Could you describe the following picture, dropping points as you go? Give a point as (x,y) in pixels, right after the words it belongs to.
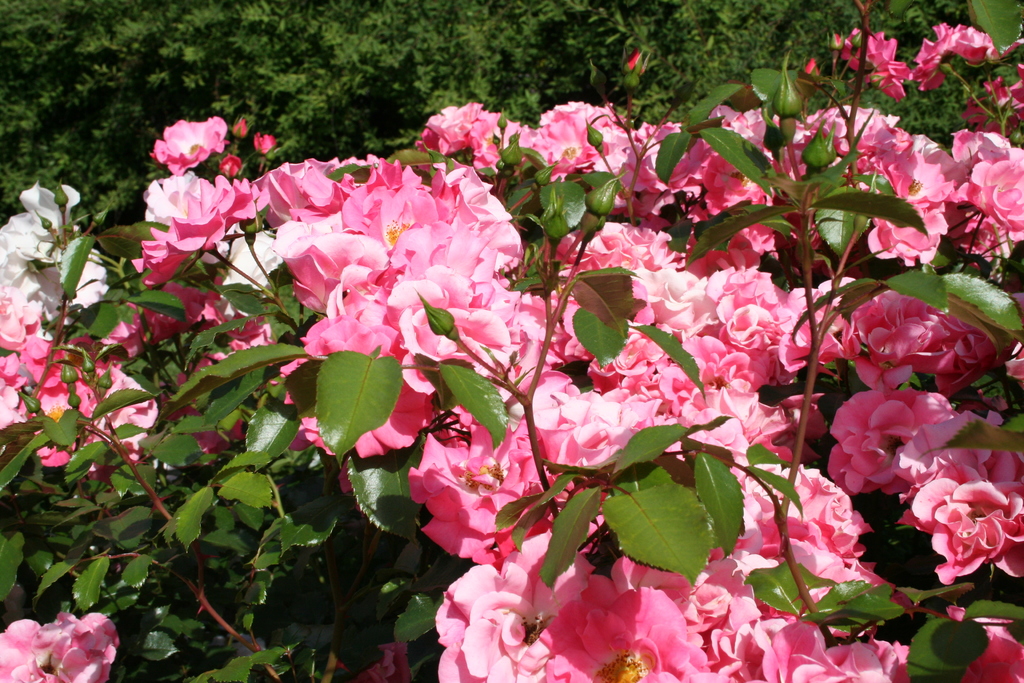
In this picture there are few flowers (637,347) which are in pink and white color and there are few leaves (273,530) beside it and there are trees (442,57) in the background (419,70).
